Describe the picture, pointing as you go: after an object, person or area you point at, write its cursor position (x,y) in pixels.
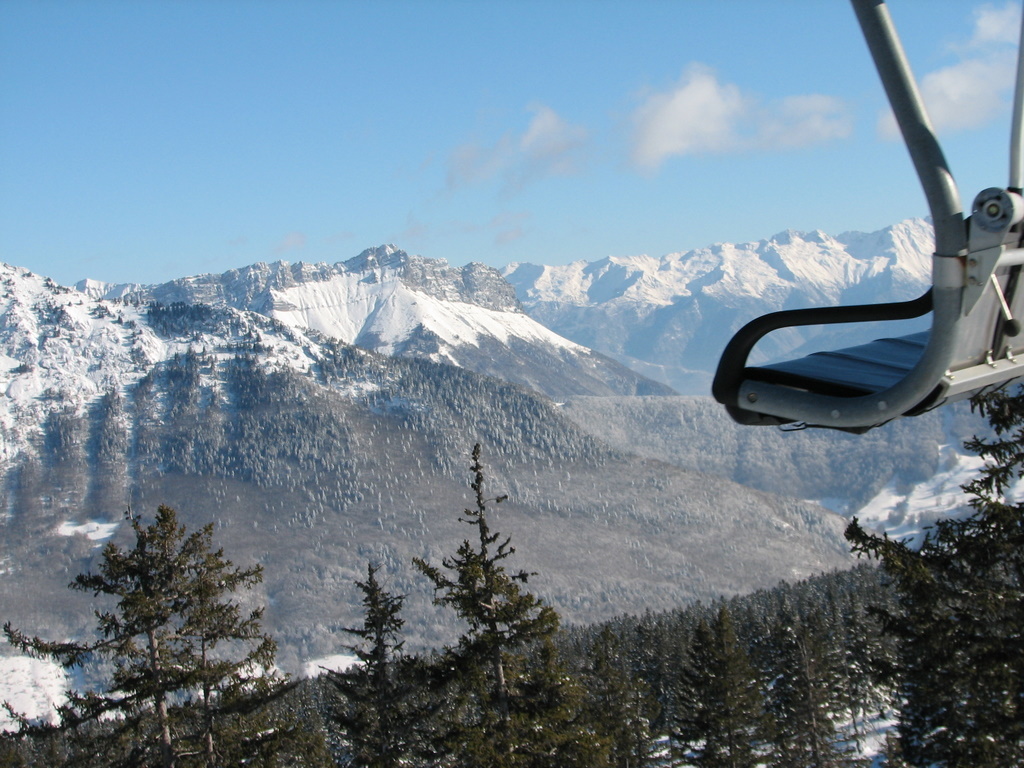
At the bottom of the picture (600,637), there are trees (705,667). On the right side (990,216), we see an iron object (913,342). It looks like a chairlift seat (1016,298). There are hills (560,443) and mountains (598,318) in the background (662,332). At the top of the picture (296,65), we see the clouds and the sky (378,147), which is blue in color.
